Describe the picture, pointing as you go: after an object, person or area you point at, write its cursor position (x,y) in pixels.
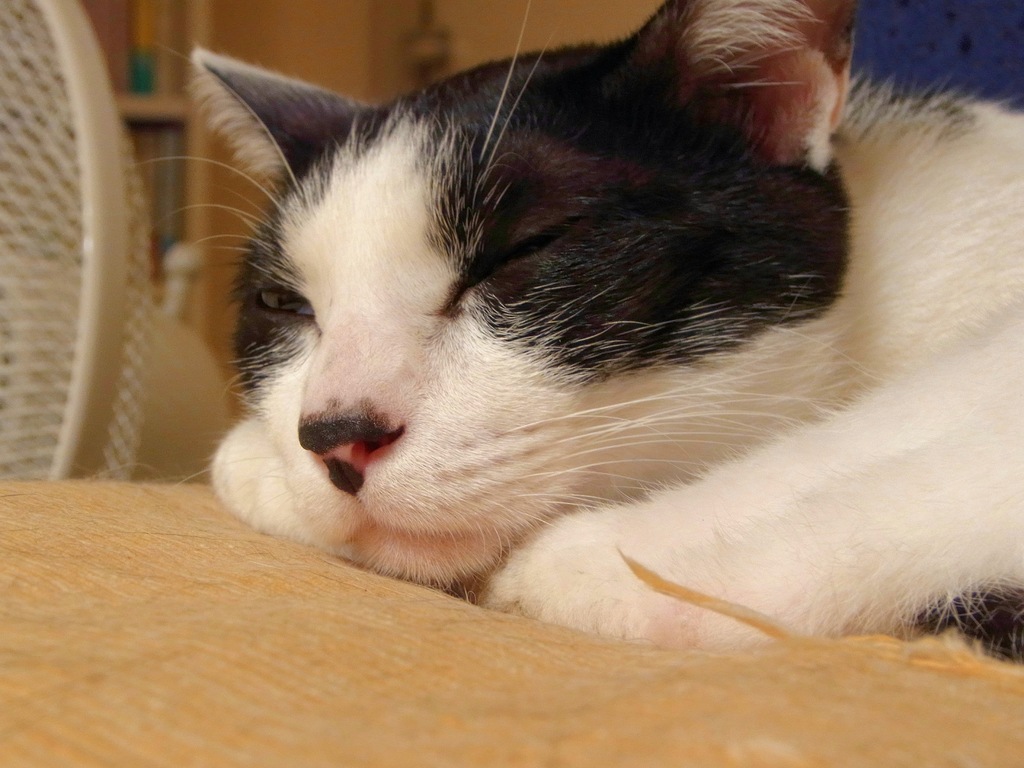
In this image I can see a white cat (465,363) sleeping on a cushion (123,749) with a blur background (68,21).
